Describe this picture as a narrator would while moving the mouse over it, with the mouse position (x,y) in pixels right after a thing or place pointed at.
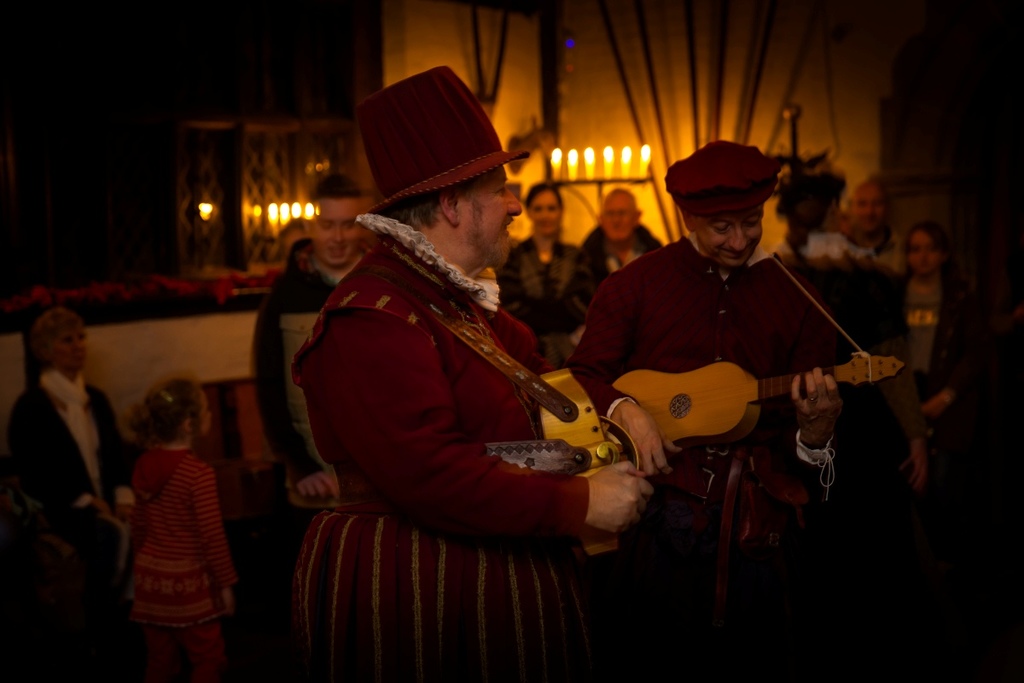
In this image there are a group of people (447,399). In the front (447,324) there are two people (698,315) standing and playing musical instruments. At the back (638,168) there are candles (574,168).
